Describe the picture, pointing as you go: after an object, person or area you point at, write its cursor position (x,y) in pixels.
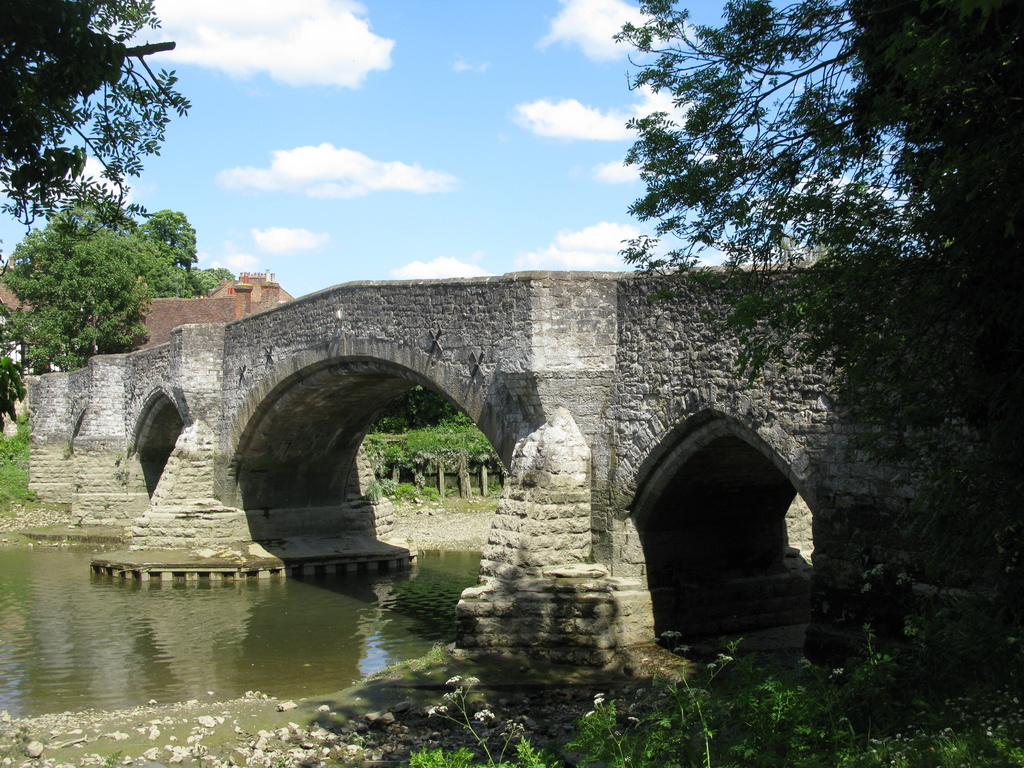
In the center of the image (516,441), we can see a bridge (396,363) and there is a building (190,311) and we can see trees (806,20). At the bottom (213,625), there is water (343,678) and some plants (822,715) and at the top (376,79), there are clouds (590,125) in the sky (498,116).
